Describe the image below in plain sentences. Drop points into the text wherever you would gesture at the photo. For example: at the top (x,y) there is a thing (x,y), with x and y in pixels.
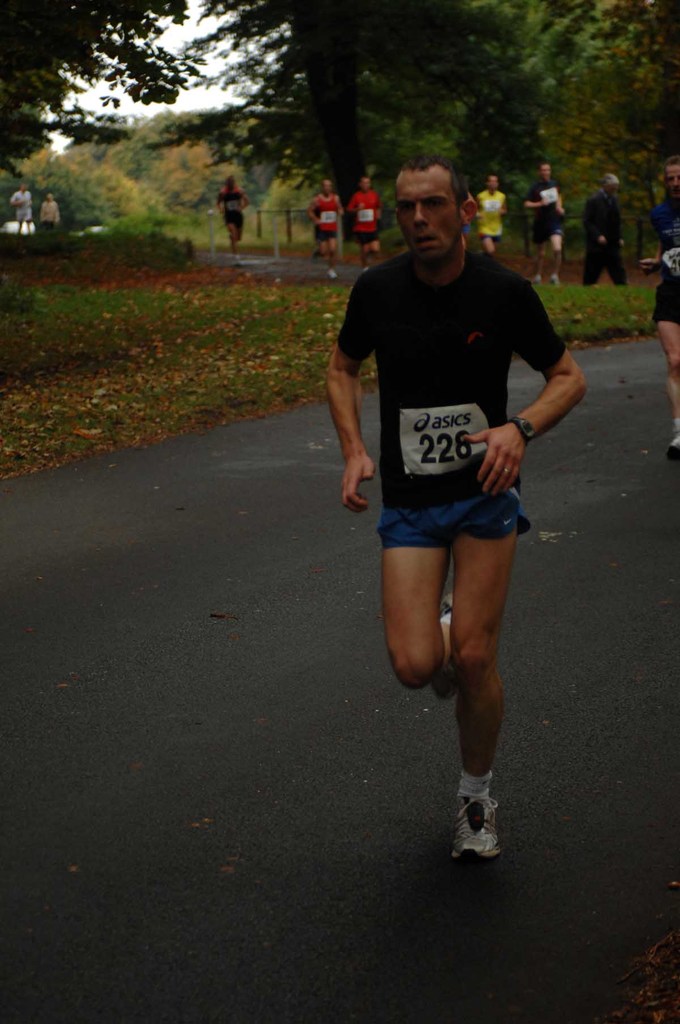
In this image we can see a few people (486,435) running on the road (662,605), there we can see few trees (76,25), plants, leaves (160,345), grass (171,316) and the sky (187,42).
